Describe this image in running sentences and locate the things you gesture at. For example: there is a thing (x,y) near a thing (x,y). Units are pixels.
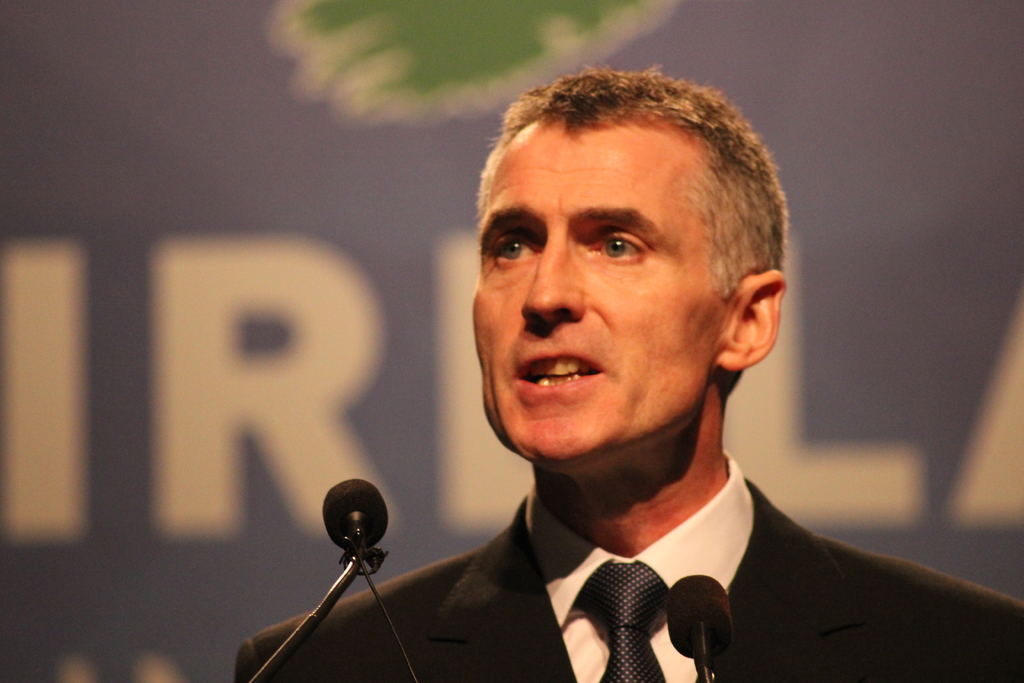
In the foreground of this picture (570,511) we can see a person (641,449) wearing suit (819,663) and seems to be talking and we can see the microphones (342,543). In the background (287,162) we can see the text (252,304) on an object (307,102) seems to be the banner (911,491).
